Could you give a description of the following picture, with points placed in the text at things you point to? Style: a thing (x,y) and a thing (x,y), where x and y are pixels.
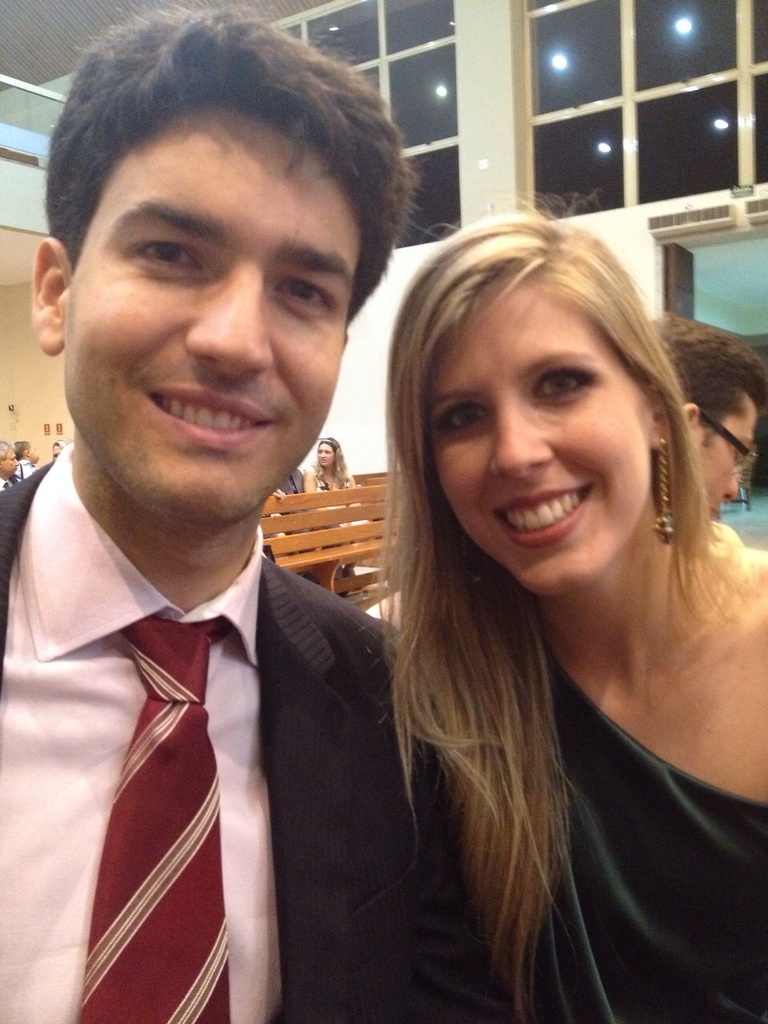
In this picture I can observe a man (185,143) and a woman (525,652). The man (258,526) is wearing a coat (344,931), tie (200,819) and a shirt (15,754). He is smiling. The woman (525,647) is wearing black color dress (587,1019) and she is smiling. In the background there are some people (328,471). I can observe a brown color bench (307,521) and a wall (346,372) in the background (346,375).
